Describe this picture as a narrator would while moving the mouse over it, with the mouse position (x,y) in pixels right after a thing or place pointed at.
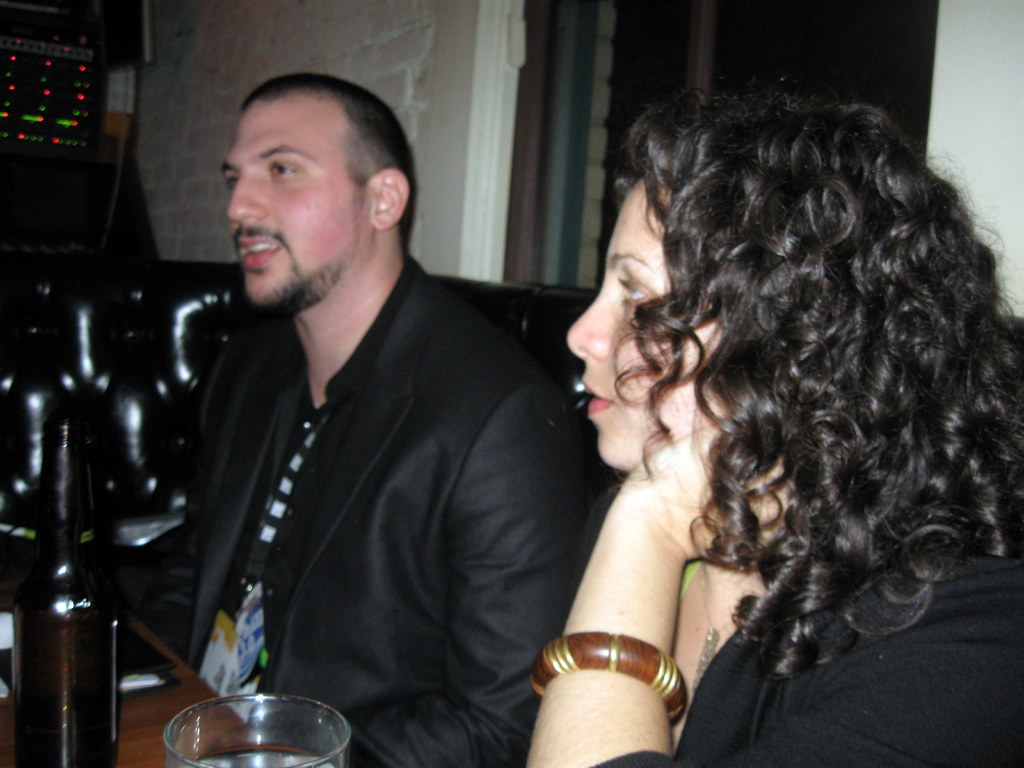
In the picture we can see a man (421,465) and a woman (881,671) sitting in the black cushion (95,363), they are in the black dresses (946,627) and in front of them, we can see the table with a beer bottle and a glass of water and behind the cushion (89,376) we can see the wall (264,35) and a window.
